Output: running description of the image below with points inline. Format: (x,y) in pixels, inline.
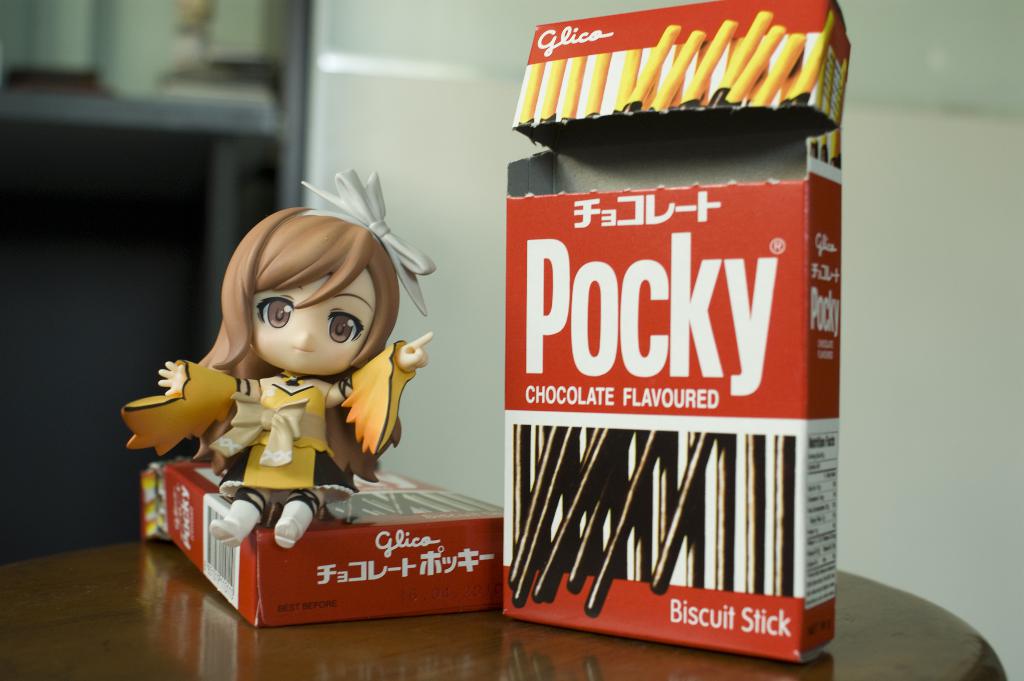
In this picture we can see two boxes (225,580) and a toy (295,522) of a girl (388,257) on a table (978,656) and in the background (379,107) we can see the wall (362,70) and it is blurry.
